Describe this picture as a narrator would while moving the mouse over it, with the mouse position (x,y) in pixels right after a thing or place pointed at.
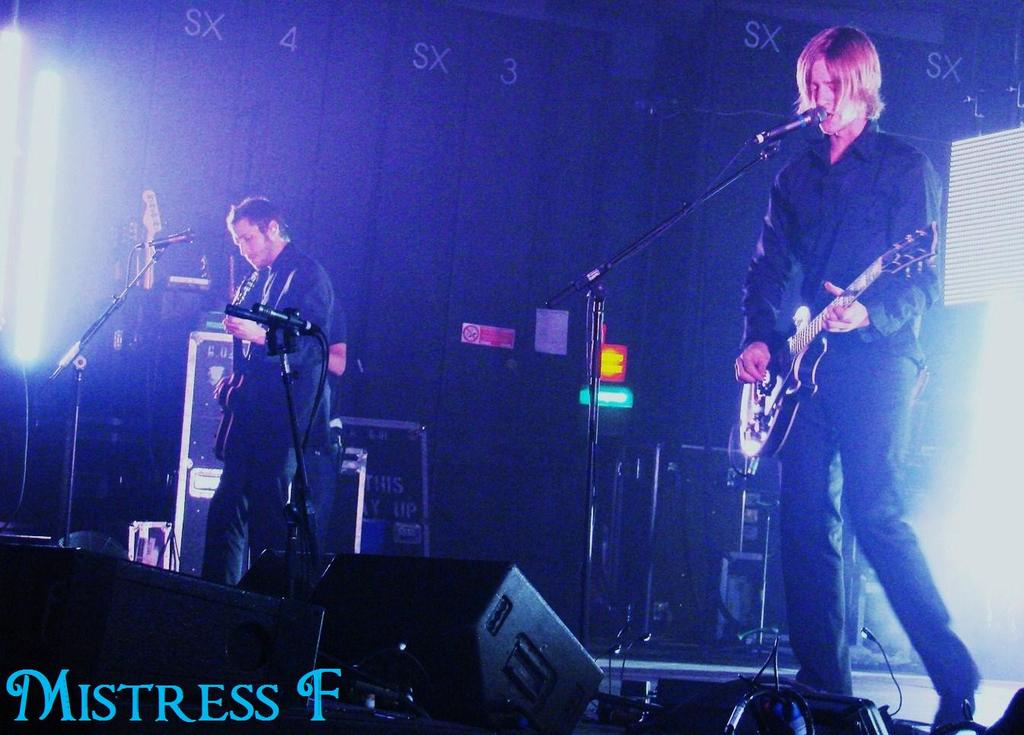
There are two persons (882,164), standing, holding and playing guitars (878,273), on the stage (1023,658), on which, there are speakers (174,596), mics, which are attached to the stands (80,344), lights (29,127). In front of them, there is watermark (253,693). In the background (985,153), there are other objects (741,505).
